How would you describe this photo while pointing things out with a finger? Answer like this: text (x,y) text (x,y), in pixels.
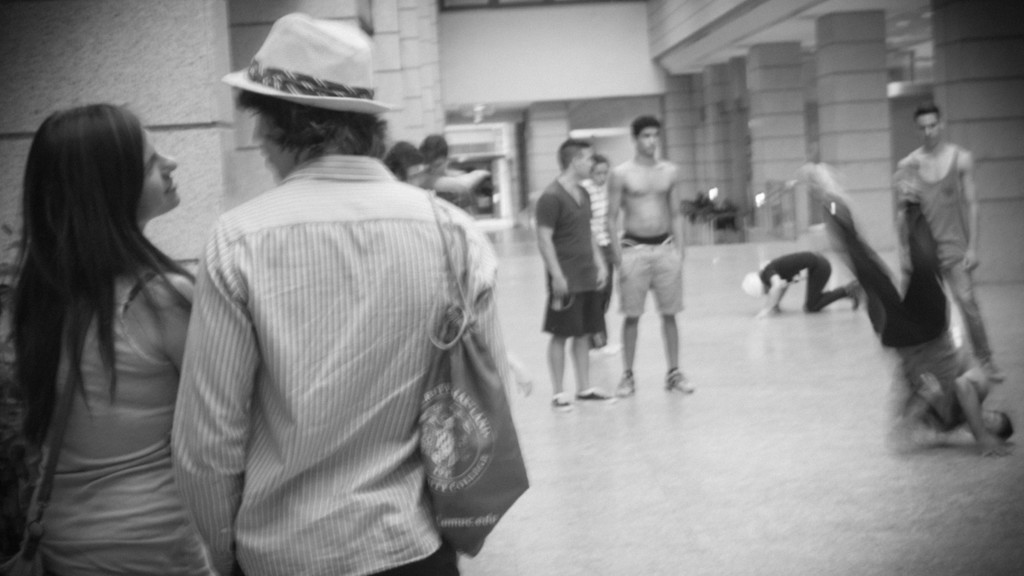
This is a black and white image. On the left side (91,315), I can see a man (319,332) and a woman (104,409) standing and looking at each other. The man (301,148) is holding a bag (452,431). On the right side (764,276), I can see few people (581,194) are standing on the floor (809,415) and two persons (905,315) are dancing. In the background (792,94), I can see few pillars (714,84) and a building (513,28).
